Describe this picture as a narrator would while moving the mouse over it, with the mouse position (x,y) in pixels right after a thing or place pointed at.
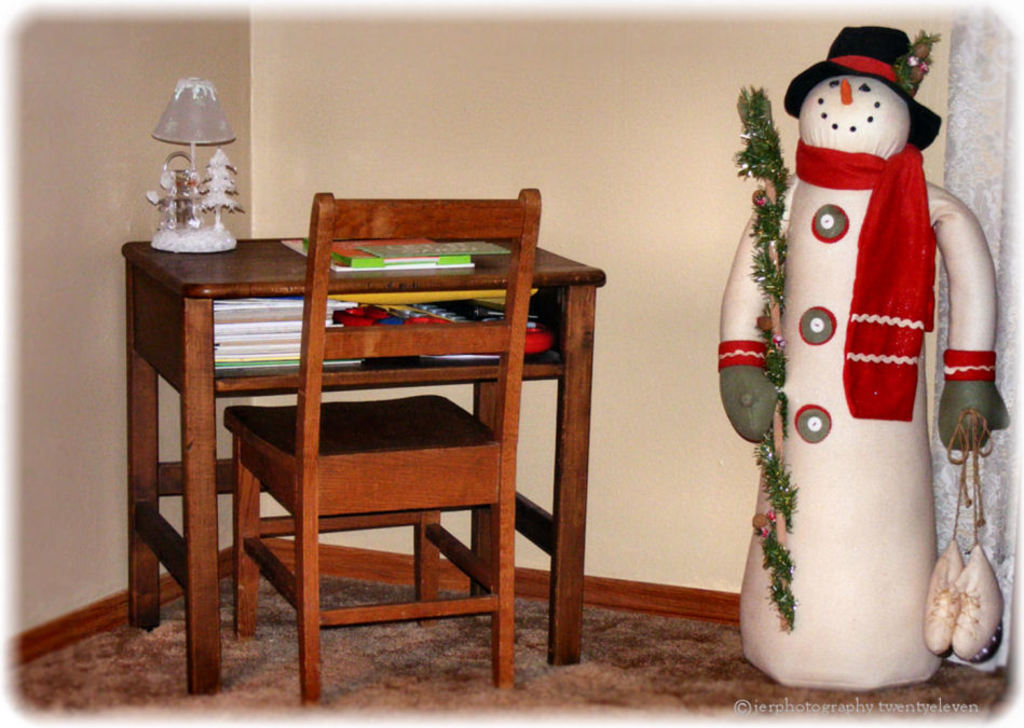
In this picture we can see a chair (277,468) and a table (221,481) with books (355,362) and some objects (222,199) on it, toy (923,271), cap (875,38), shoes (976,636) and in the background (546,140) we can see wall (516,92), curtain (974,158).
